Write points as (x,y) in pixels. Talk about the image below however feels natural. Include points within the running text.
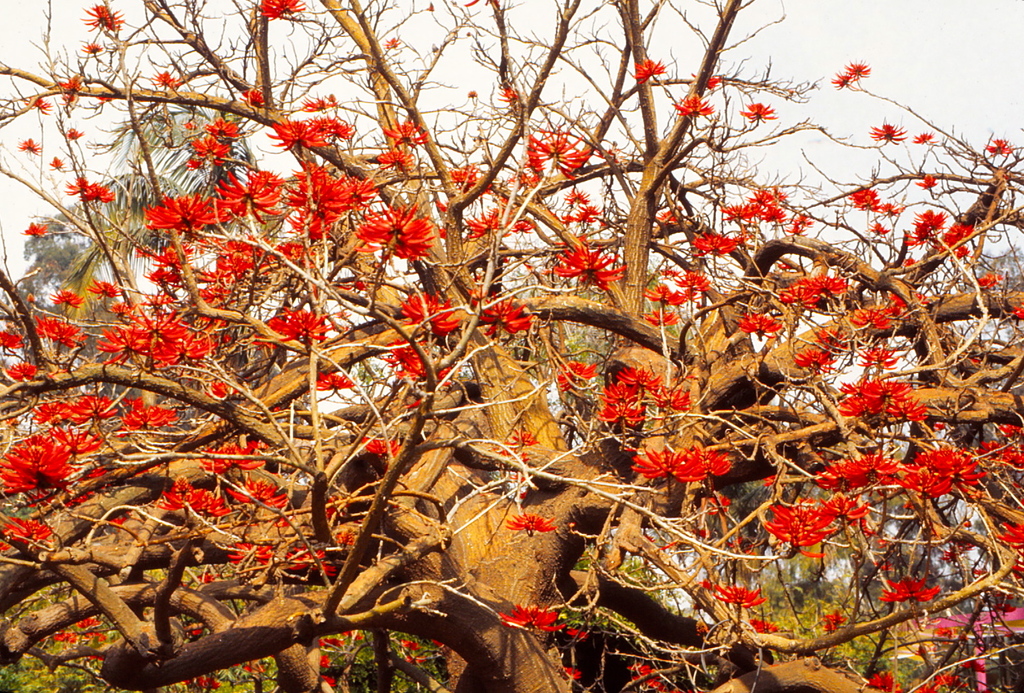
This image consists of a tree (364,313) along with flowers (88,443). At the top (852,16), there is sky (773,58).
